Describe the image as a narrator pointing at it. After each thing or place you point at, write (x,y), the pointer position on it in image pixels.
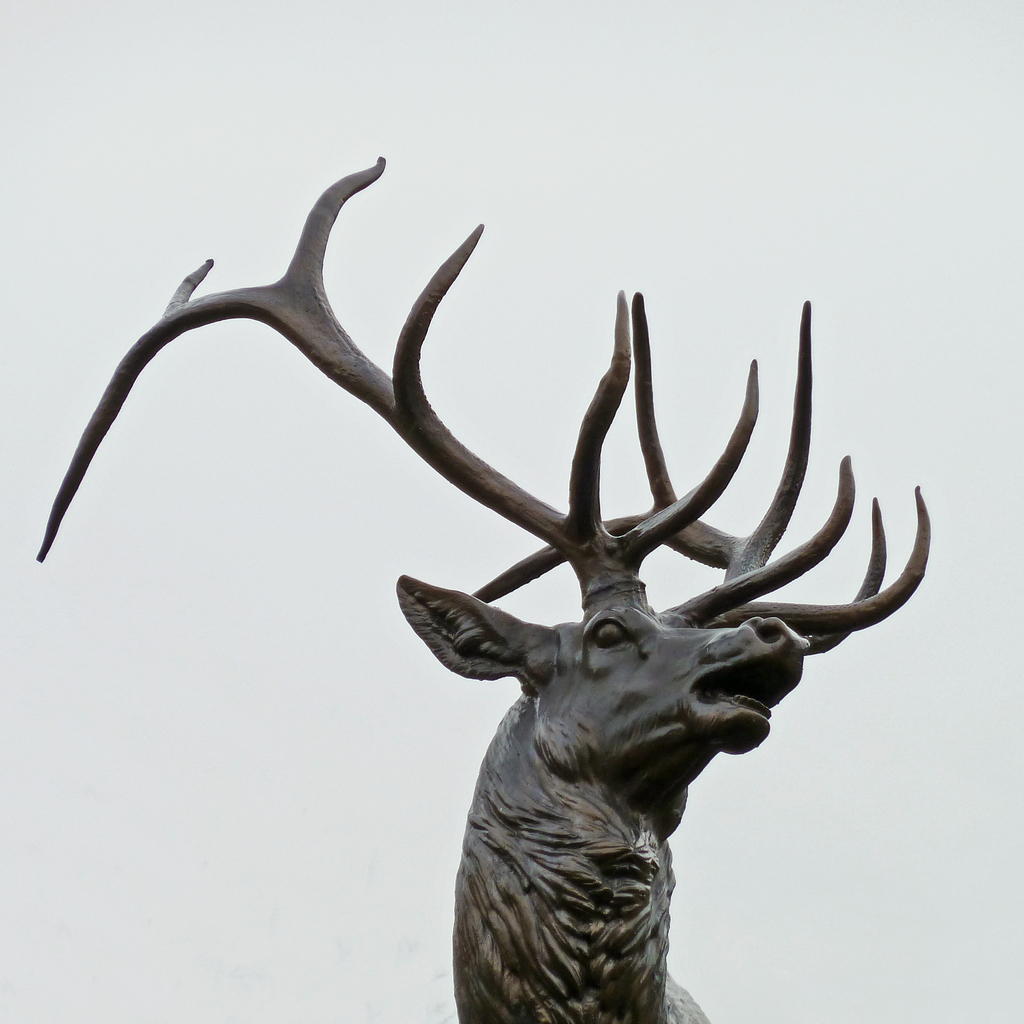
In this image we can see a sculpture (646,677) of an animal (646,677). There is a white color background (887,812) in the image.
